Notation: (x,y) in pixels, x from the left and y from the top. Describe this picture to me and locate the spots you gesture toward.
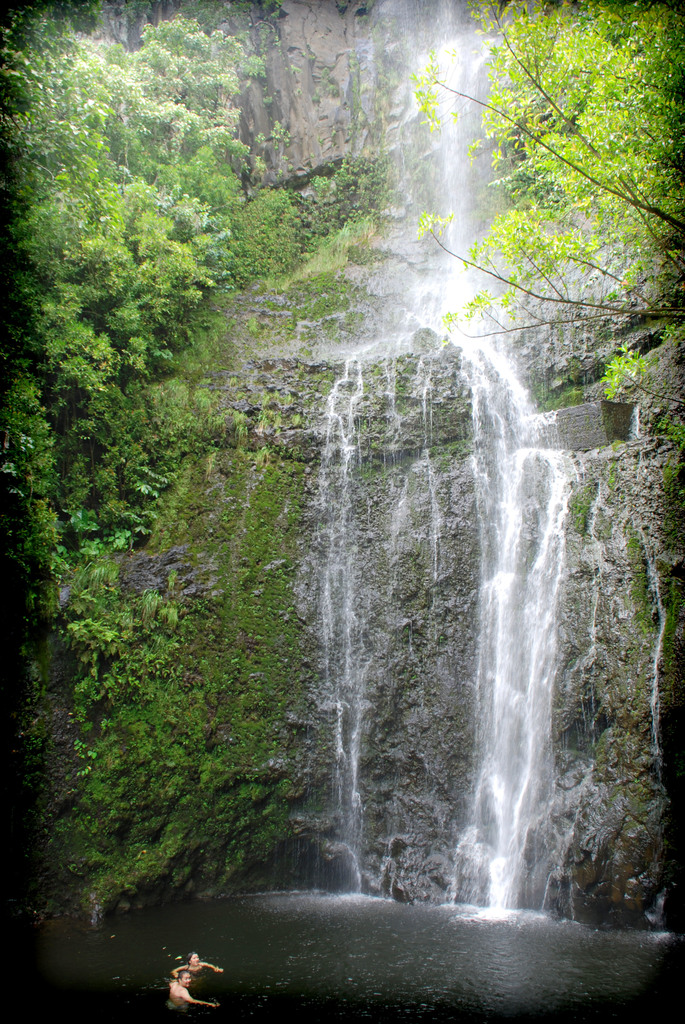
At the bottom (198,965), we see two people (189,961) are swimming in the water (216,955). On the right side (549,260), we see the trees (630,308). In the middle (351,655), we see the waterfalls (477,497). On the left side (126,161), we see the trees (125,416).
